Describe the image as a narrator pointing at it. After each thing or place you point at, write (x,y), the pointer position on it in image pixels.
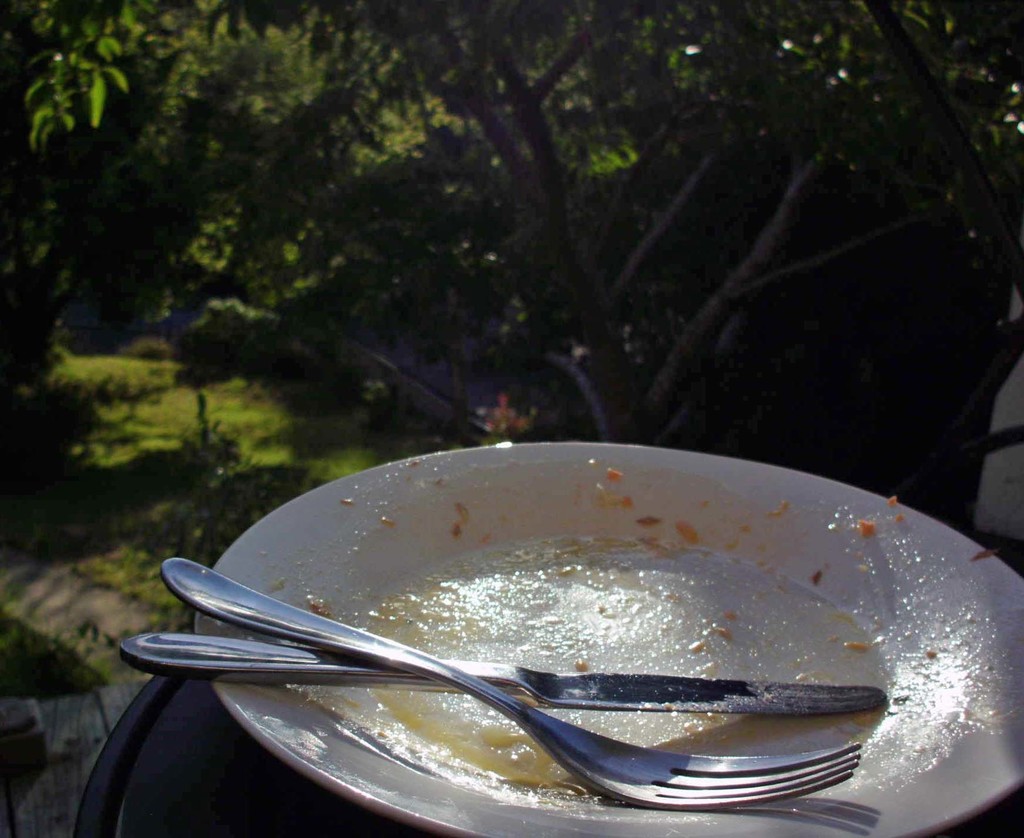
There is a plate (497,609) in which, there is a knife (625,685) and fork (437,659) in the foreground (485,637), there are trees (420,386) and grassland (364,429) in the background (248,408).
